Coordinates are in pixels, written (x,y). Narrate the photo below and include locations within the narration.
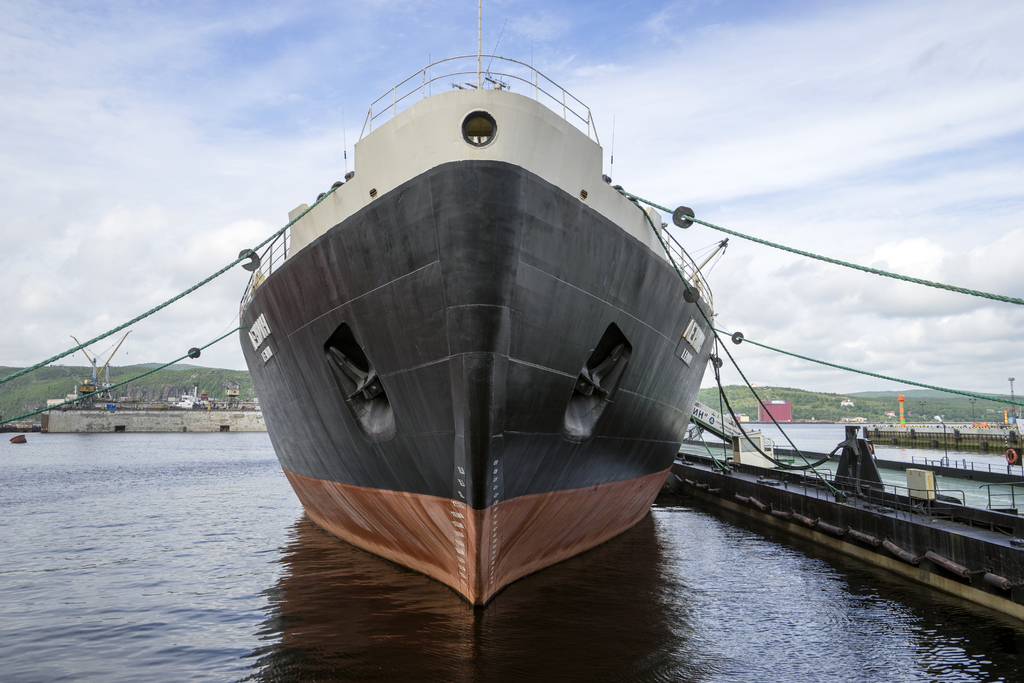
In this picture we can see a ship (493,551) on water (247,469) and in the background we can see trees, sky (877,11) and some objects (739,506).
